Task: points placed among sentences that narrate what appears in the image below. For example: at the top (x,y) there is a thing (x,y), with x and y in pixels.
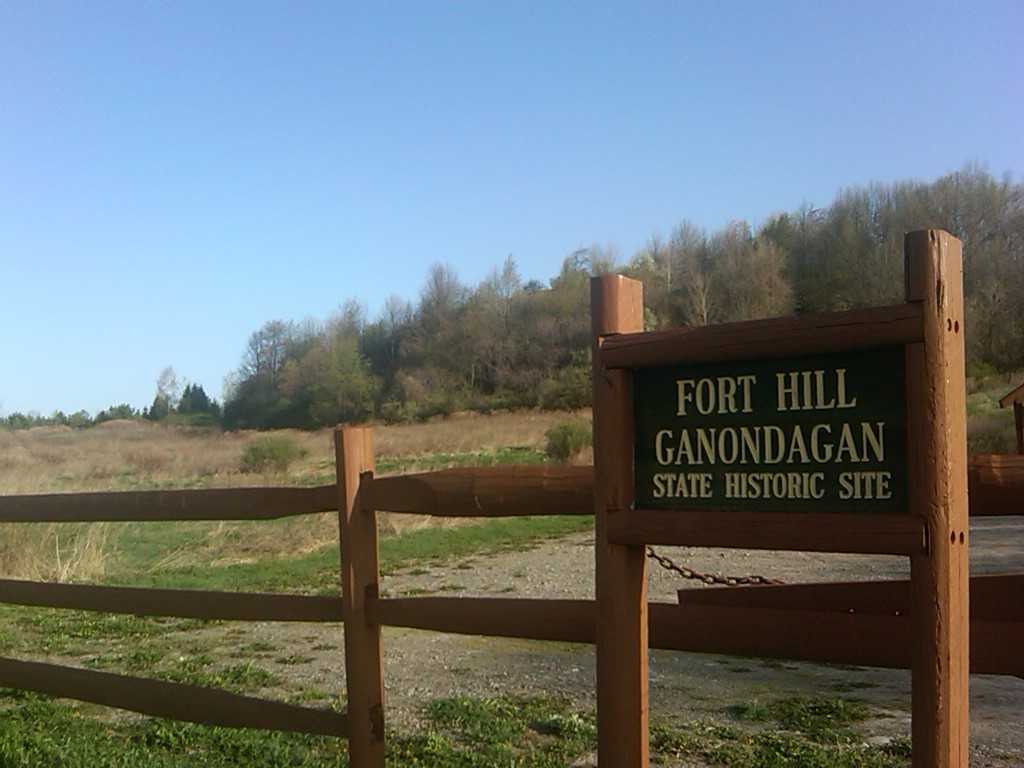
In this image we can see a fence (600,437), which has a board (647,422) to it and some text (654,446) is written on it, behind it there are trees (409,395), plants (501,442) and bushes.
